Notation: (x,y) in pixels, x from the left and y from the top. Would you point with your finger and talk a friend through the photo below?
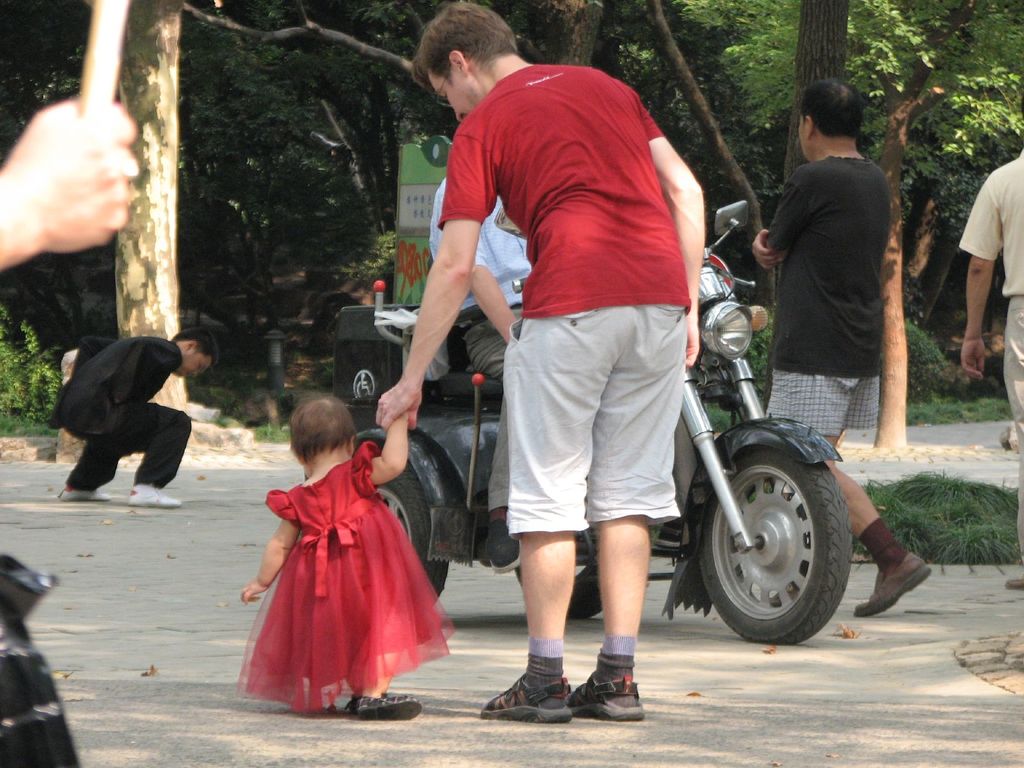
In this picture we have a group of people (851,110). Among them one of the man (446,294) is wearing a red color shirt (580,251) and grey color short (596,496) who is holding a little girl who wore a red gown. And other guy (858,186) is wearing a black tee shirt (795,365) and a short (855,399) and also there are some trees (745,138) and a vehicle (718,494) on which a man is passing through this way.
